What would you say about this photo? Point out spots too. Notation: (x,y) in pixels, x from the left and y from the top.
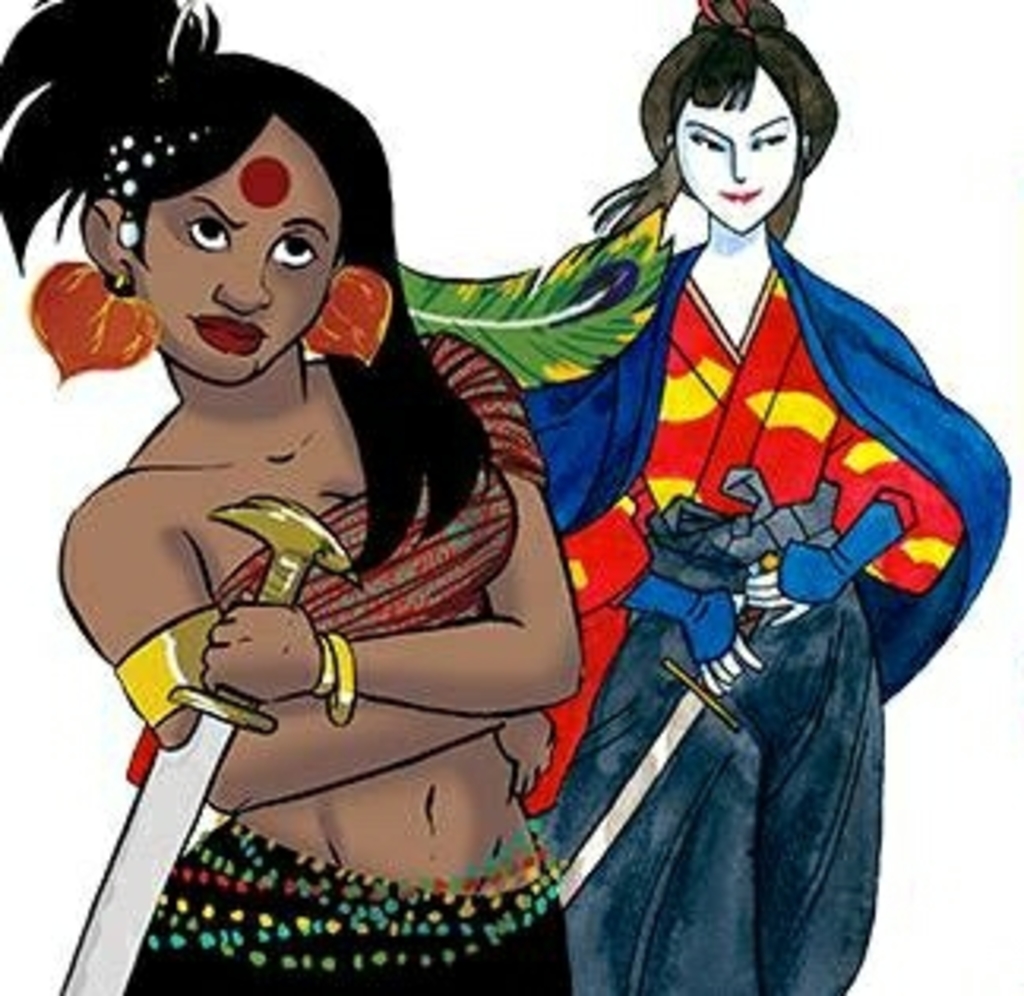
In this image we can see the painting (590,612) of woman (567,593) and a person (795,432).
